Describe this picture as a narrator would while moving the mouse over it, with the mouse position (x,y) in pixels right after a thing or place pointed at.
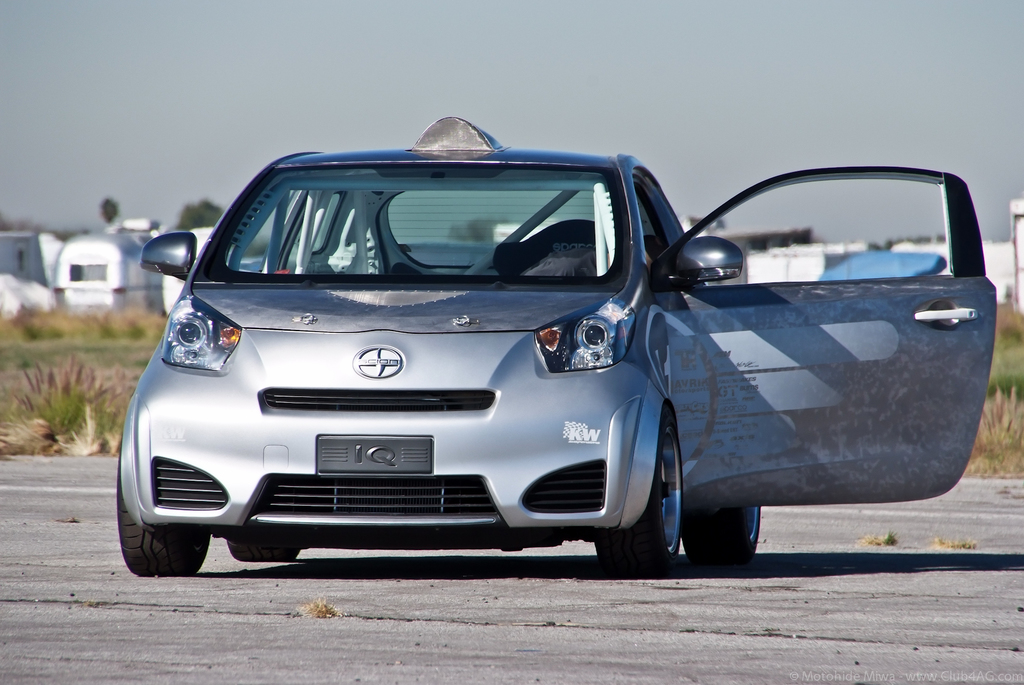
This picture is taken from outside of the city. In this image, in the middle (449,442), we can see a car (447,314) in which its door (702,342) was opened. In the background (19,348), we can see some buildings (1005,281), grass (33,425), plants (33,425), trees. At the top (578,55), we can see a sky (620,49), at the bottom (369,658), we can see a road (348,588) with some stones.
